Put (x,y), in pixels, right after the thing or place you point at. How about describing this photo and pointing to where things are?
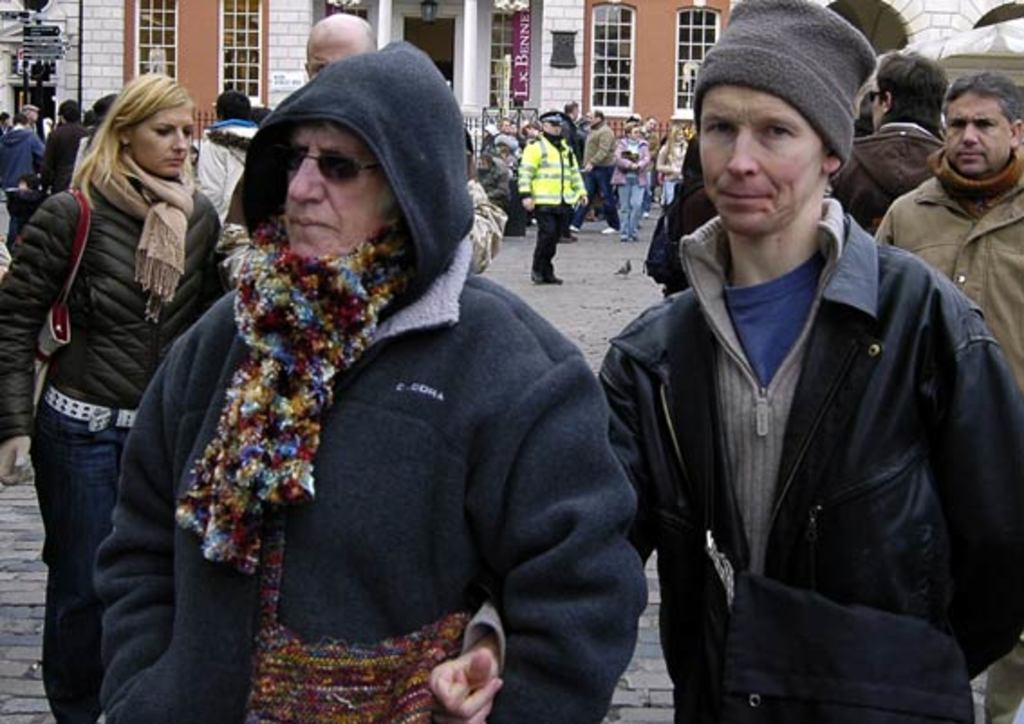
In this picture there are people (483,319) on the right (695,187) and left side of the image (276,366), there is a cop (542,275) in the center of the image (545,259), there is a building (553,79) at the top side of the image (538,46).
